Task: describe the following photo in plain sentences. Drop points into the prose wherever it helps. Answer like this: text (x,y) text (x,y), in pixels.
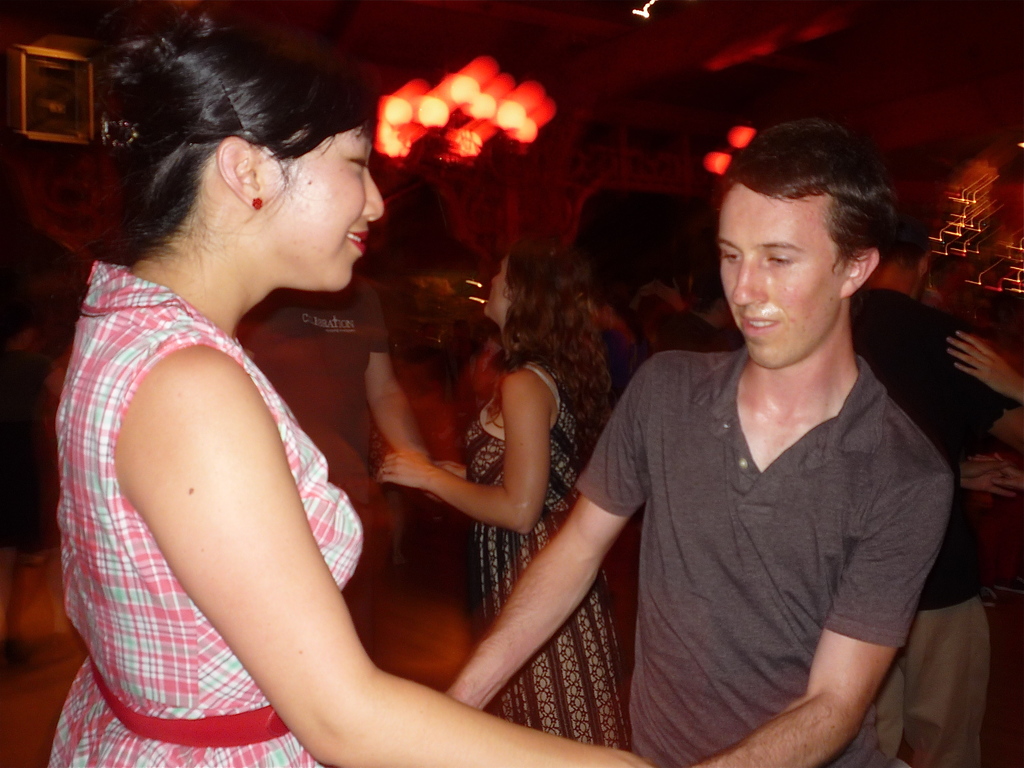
In this image there are people (619,432) dancing, in the background (540,47) it is blurred.
